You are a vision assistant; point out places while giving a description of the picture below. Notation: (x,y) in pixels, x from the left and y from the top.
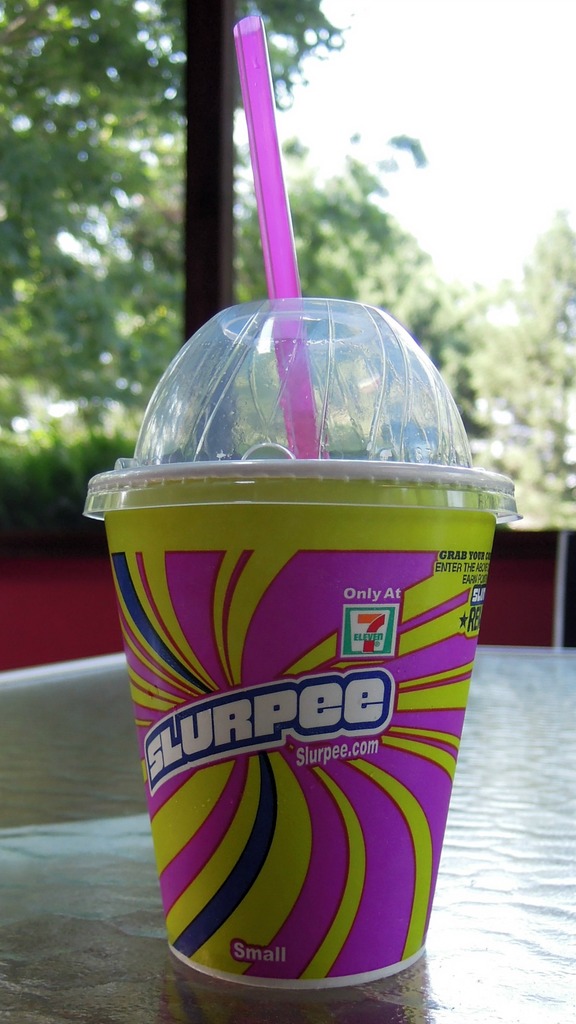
Here I can see a paper glass (274,668) on a table (103,778) and there is a straw (291,439) in it. In the background (171,319) there are many trees (156,174). At the top of the image (417,85) I can see the sky (475,110).
